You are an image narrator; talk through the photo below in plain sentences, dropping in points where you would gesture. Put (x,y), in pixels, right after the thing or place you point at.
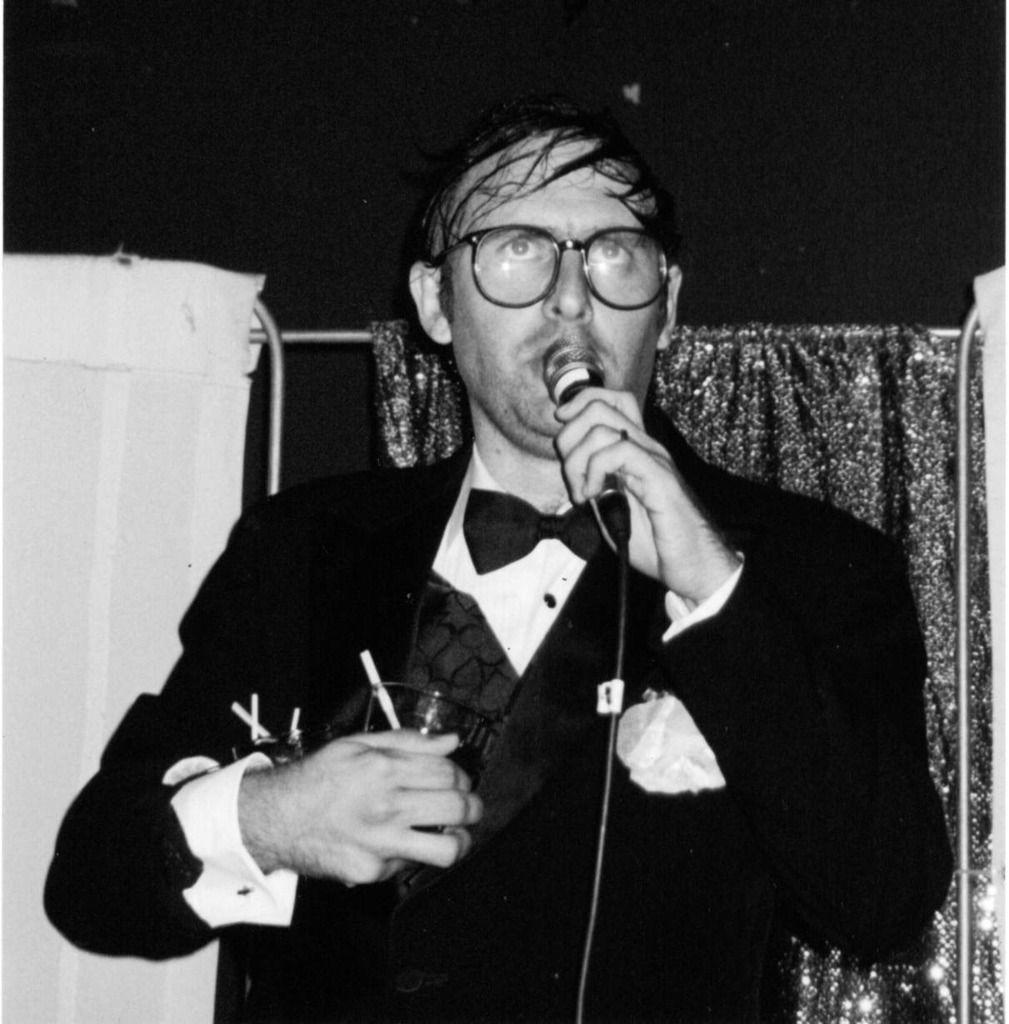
in this image one person (351,553) is standing in middle of this image (504,604) and wearing a black color dress (592,732) and holding a mic (585,385) and there are some curtains (177,435) in the background (871,416). the left side curtain (179,447) is in white color and this person (415,743) is holding some objects (402,701).
